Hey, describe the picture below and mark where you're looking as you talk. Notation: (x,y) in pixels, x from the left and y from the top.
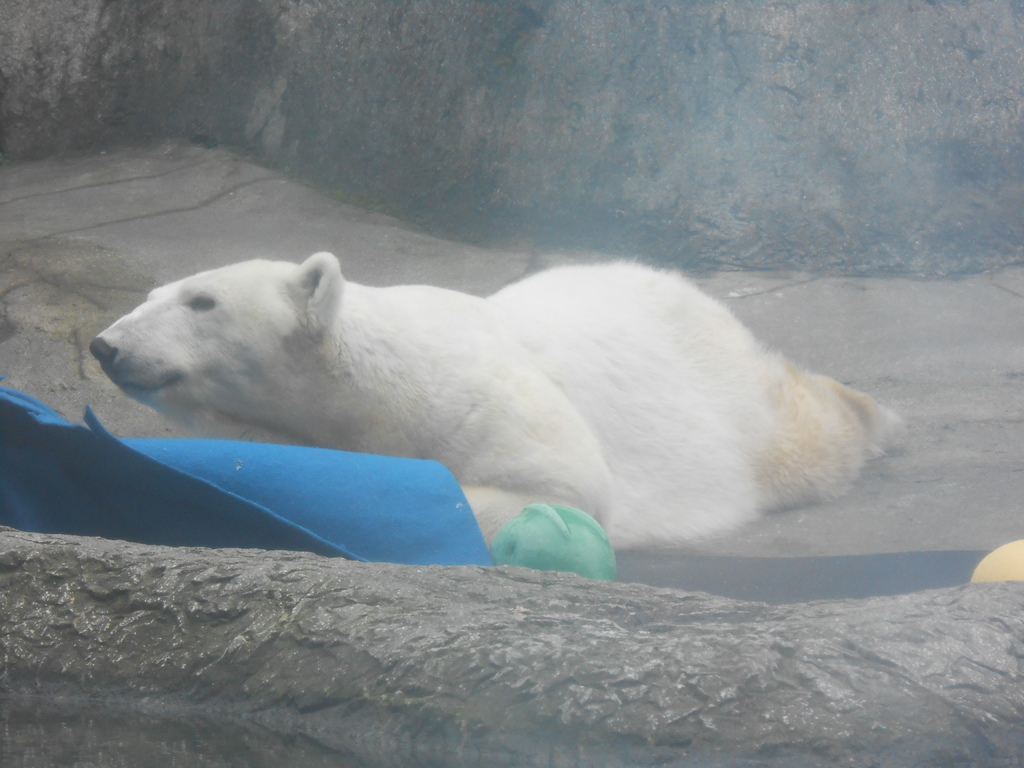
In the middle of the image (439,408) we can see a white color bear (485,389), in front of bear (396,375) we can find a blue color mat (168,479), in the background (753,157) we can see a rock (553,80).
